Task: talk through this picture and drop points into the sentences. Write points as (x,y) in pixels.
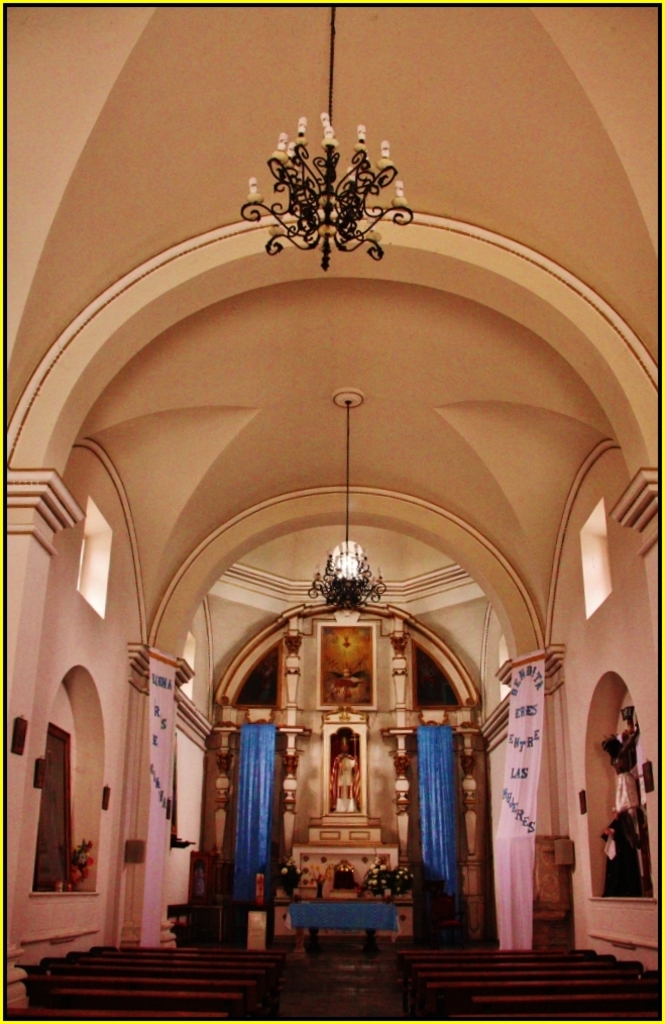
In this picture we can observe two blue color curtains (249,890) and two pink color clothes (155,701). There are some benches (147,965) on either sides of the room (20,970). We can observe two chandeliers (316,213). In the background (345,753) there is an idol (343,774). We can observe some plants (76,859) here. In the background (208,711) there is a wall (239,615).
